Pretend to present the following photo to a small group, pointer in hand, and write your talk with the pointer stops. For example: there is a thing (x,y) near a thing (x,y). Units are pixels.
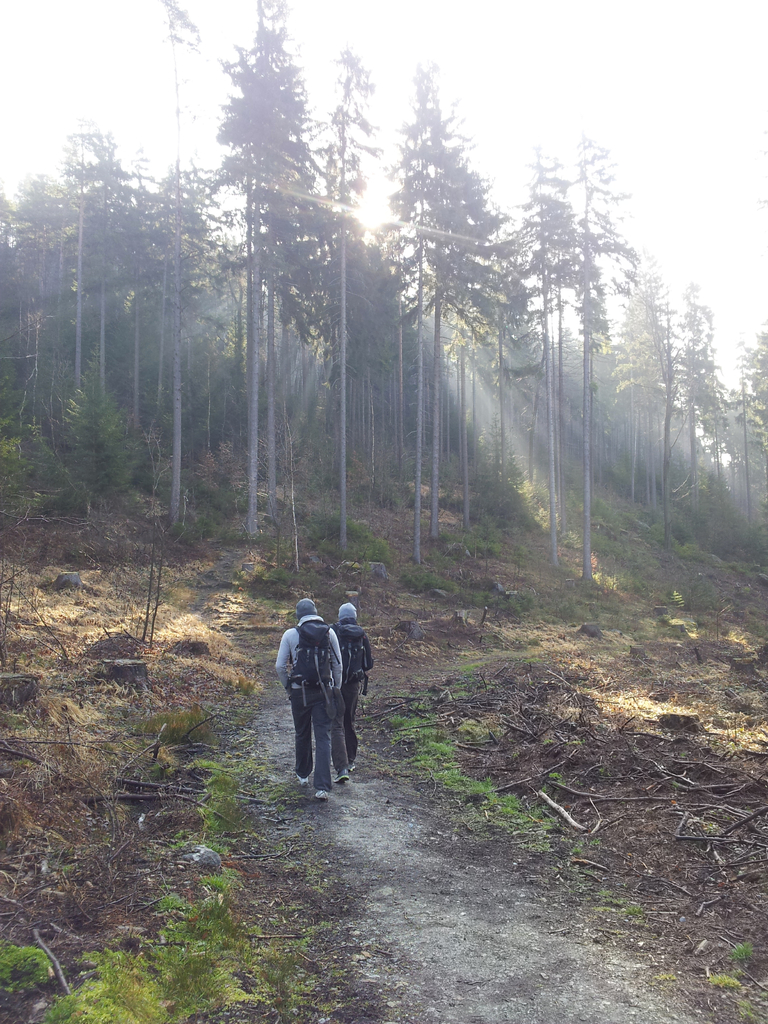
At the bottom of the image (217,856) on the ground (435,795) there is grass (669,707) and also there are sticks (575,710). And there are two persons (312,692) walking and they wore bags (347,657). In the background (362,378) there are trees (275,400) and also there are few small plants (500,529).
